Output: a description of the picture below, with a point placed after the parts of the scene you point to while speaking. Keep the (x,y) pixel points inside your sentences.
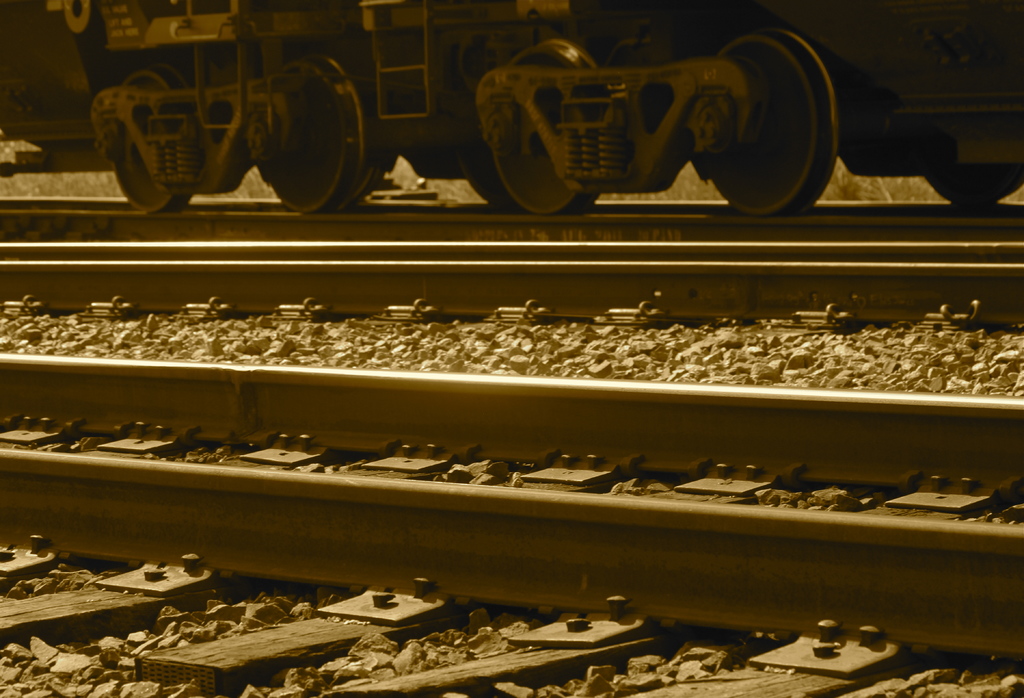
This image consists of a train (258,80). At the bottom (349,468), there are tracks (409,455) along with stones (356,464). In the background (787,137), we can see the wheels (143,184) of a train (481,144).
